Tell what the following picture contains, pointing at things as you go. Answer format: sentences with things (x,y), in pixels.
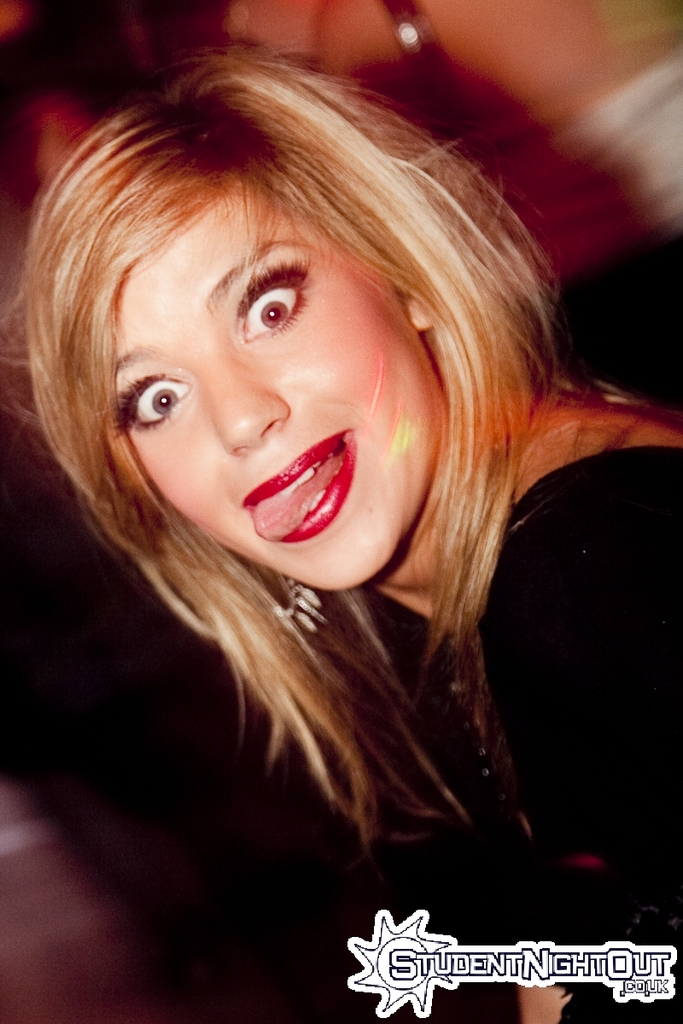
In this image we can see a lady (417,517). In the right bottom corner (469,952) there is a watermark (569,954). In the background (583,104) it is blur.
